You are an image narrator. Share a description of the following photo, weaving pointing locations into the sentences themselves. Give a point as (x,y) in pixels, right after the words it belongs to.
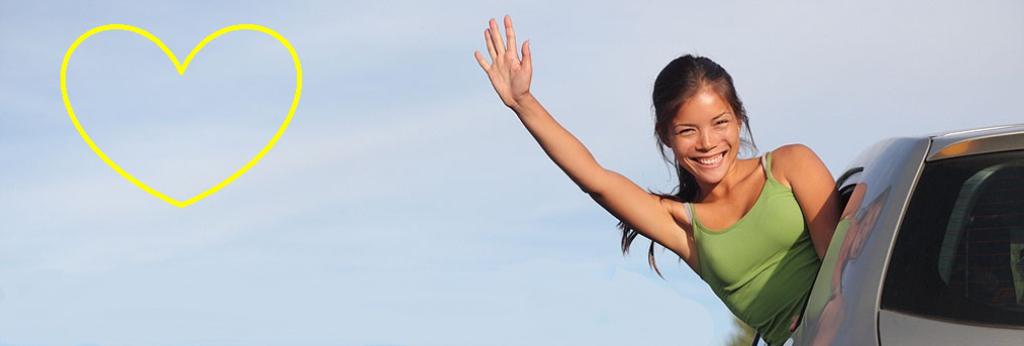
In the picture there is a car (930,287) to the right corner of the image (928,245). There is a woman (765,205) bending out from the car (850,205). She is waving her hand (507,82) and smiling. To the left corner of the image (149,192) there is a heart symbol (155,93). In the background (367,167) there is sky (421,201).
